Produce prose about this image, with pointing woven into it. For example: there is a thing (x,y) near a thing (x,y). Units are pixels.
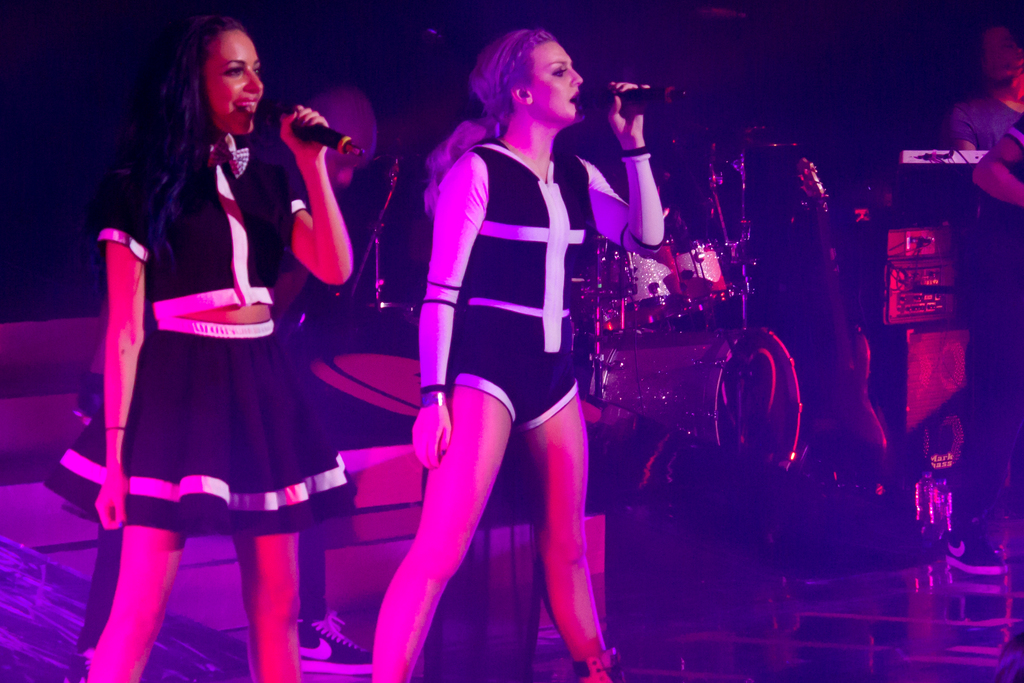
In this image, we can see two women (313,471) standing and holding microphones (347,153). In the background (694,103), we see the dark view (30,250), musical instruments (727,289), people (1003,117), boxes (934,275) and few objects (943,295).
